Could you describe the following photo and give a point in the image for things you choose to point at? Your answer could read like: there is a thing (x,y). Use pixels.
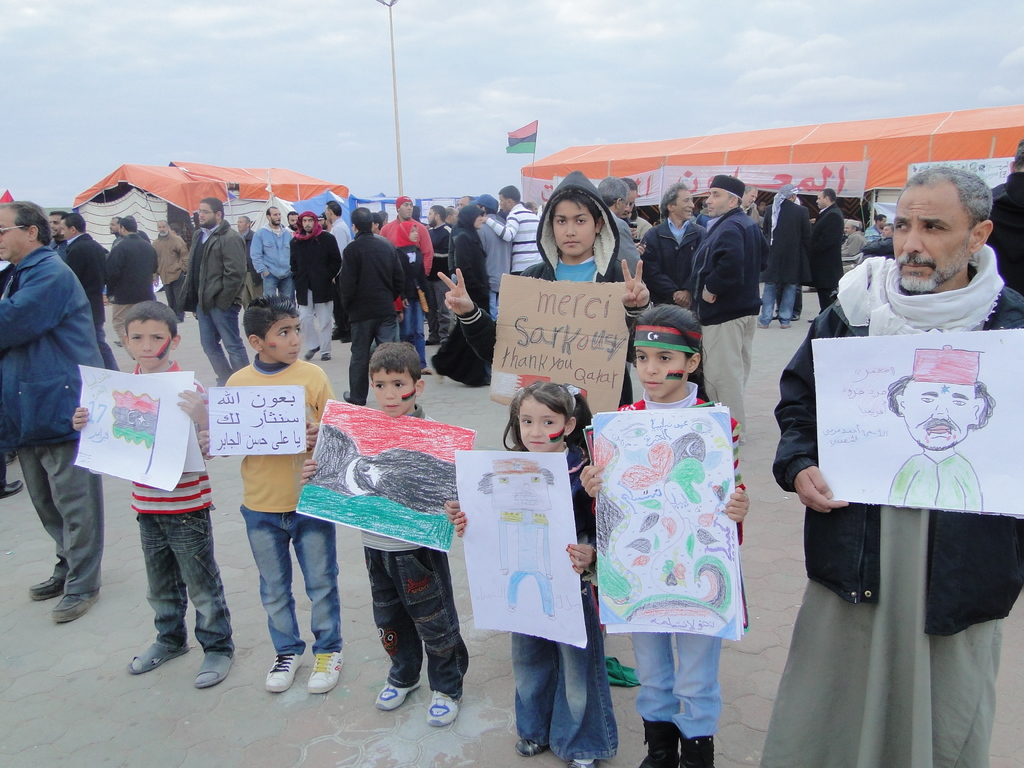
In this picture I can see group of people (405,253) standing, few people (610,744) are holding papers (433,461), there are canopy tents (991,144), banners (956,167), there is a flag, and in the background (446,69) there is the sky (446,69).
